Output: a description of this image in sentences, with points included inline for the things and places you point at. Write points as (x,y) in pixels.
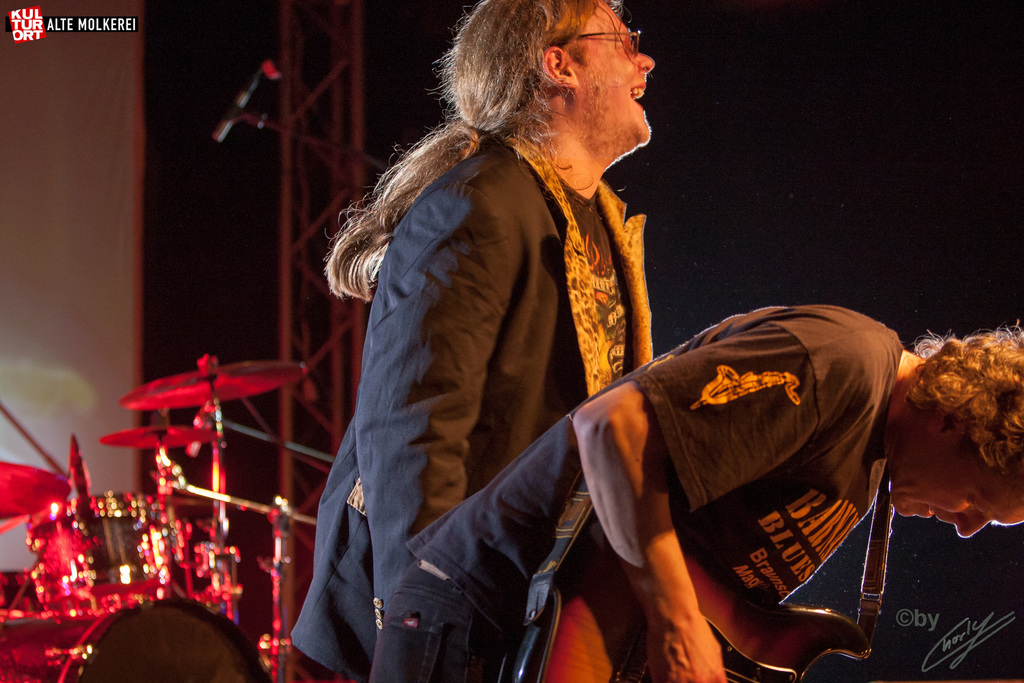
There are two persons (586,446). In the front (747,482) a person (776,564) is playing a guitar (696,566) and behind person (592,115) is smiling and wearing a spectacles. In the background (216,533) there is a drums (125,494).
